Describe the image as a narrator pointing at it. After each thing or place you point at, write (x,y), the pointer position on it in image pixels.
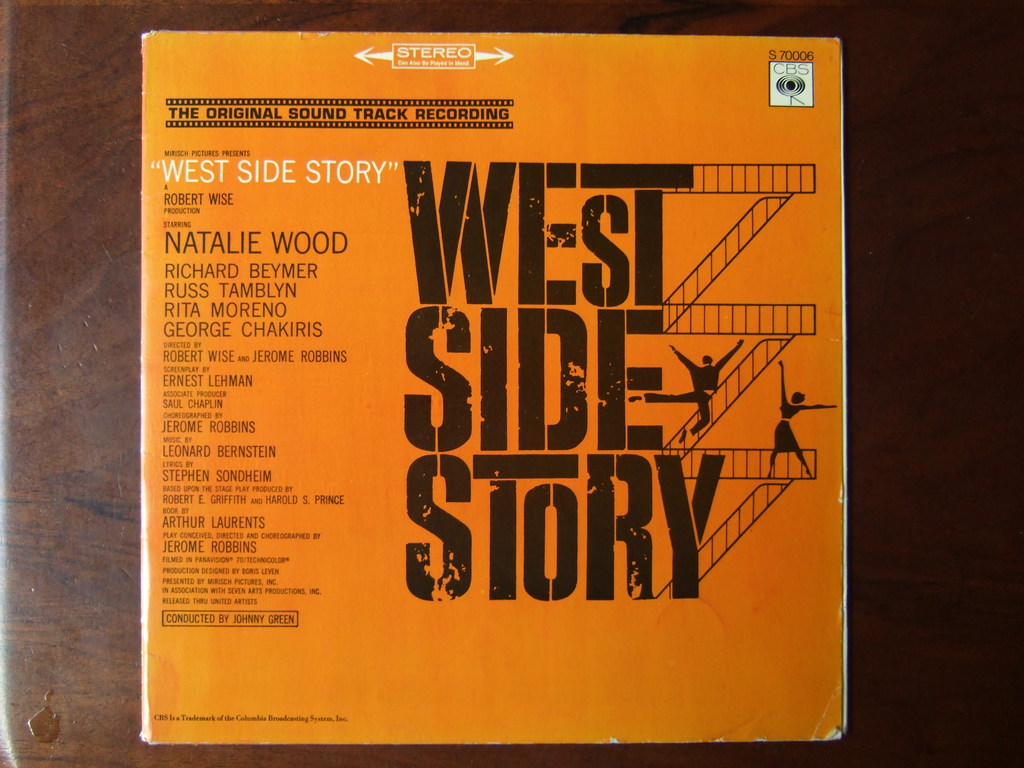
In this image I can see a board (597,610) which is in orange color attached to some surface (105,76).
